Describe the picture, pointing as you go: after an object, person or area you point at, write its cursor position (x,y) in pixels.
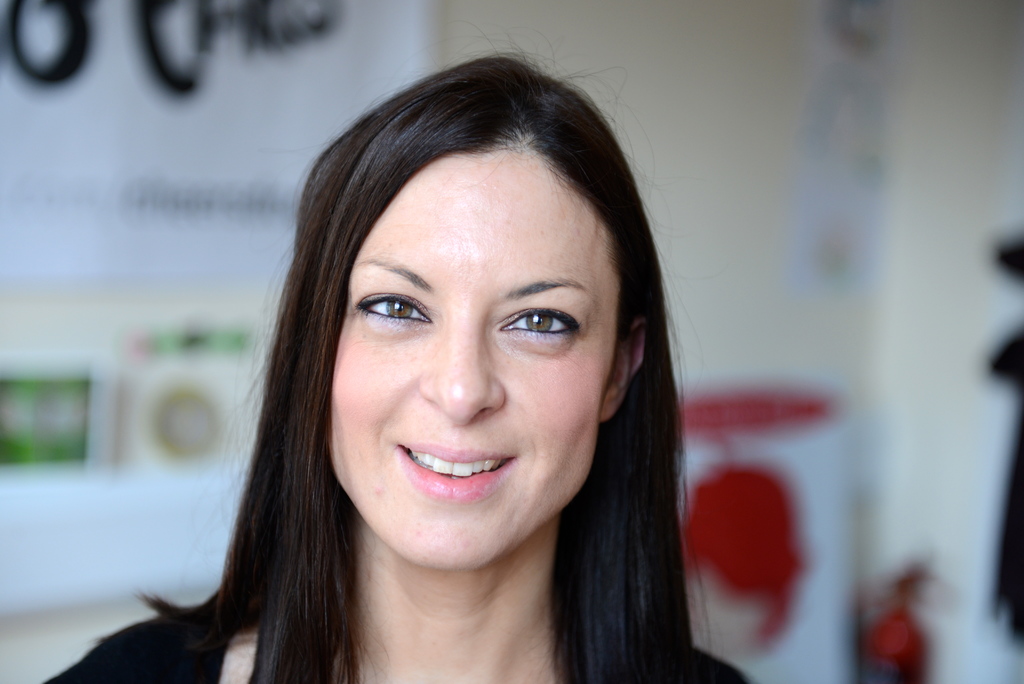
This is the woman (466,547) smiling. I think here is the banner (407,71), which is attached to the wall (670,48). This looks like an object (749,559).
